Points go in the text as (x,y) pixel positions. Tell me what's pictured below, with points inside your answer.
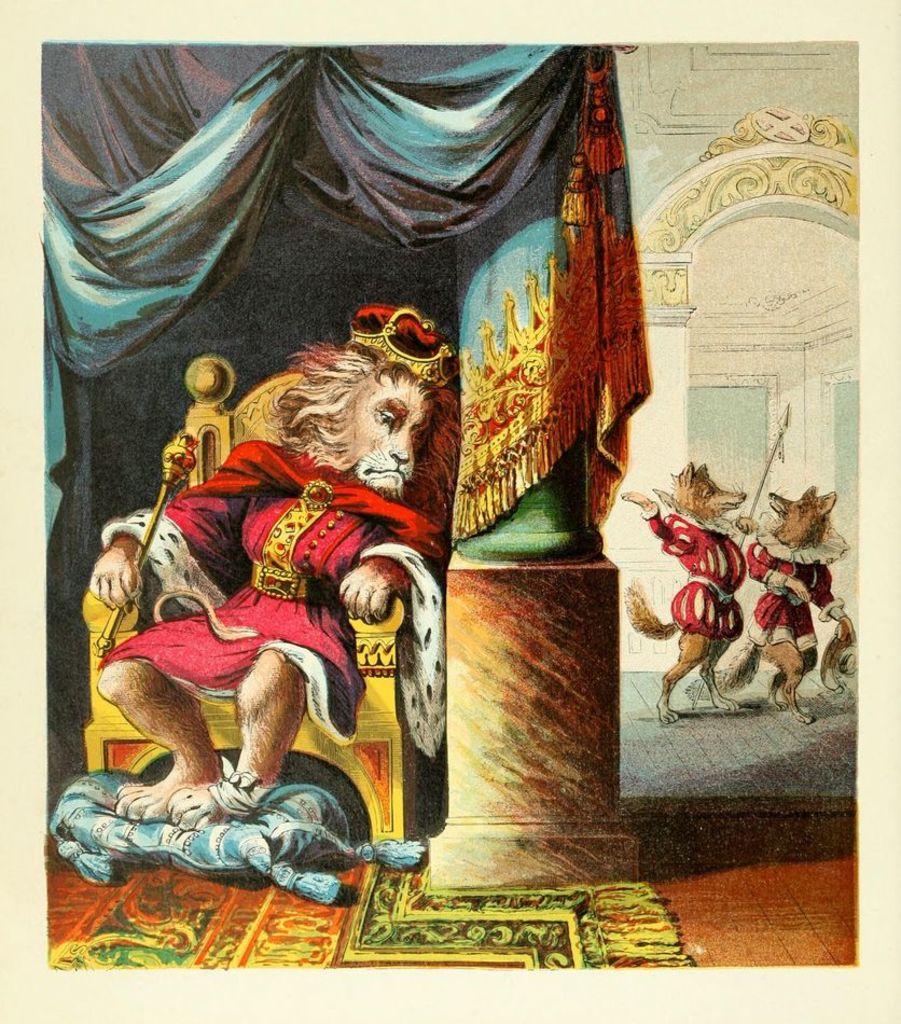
This image is taken for a poster. In the right side of the image (717,566) there are two foxes (812,490). At the bottom of the image (377,926) there is a floor (685,907) with a mat (254,905). On the left side of the image (238,447) a lion (237,603) is sitting on the chair (310,742) and holding a stick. In the background (153,501) there is a wall (831,235) with a pillar (545,319) and an arch (748,195) and there is a cloth (220,232).
